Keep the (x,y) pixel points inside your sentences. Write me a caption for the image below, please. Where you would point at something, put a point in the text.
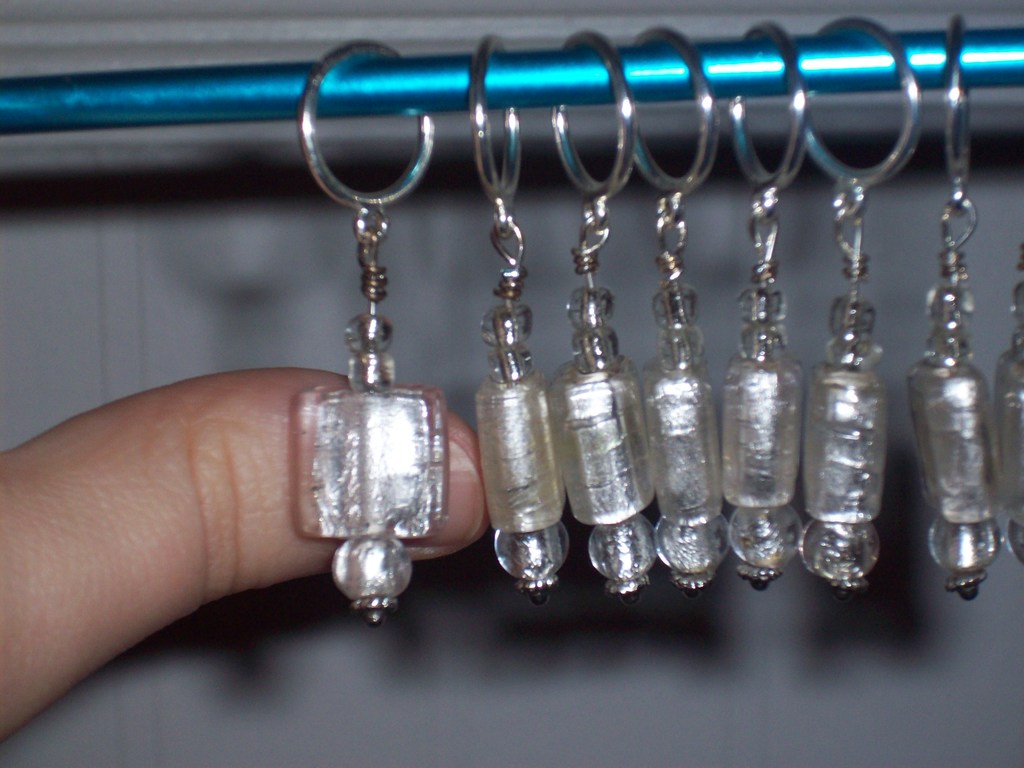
In this image we can see a key chain (315,520) and a person's thumb (46,636). In the background of the image (278,215) there is wall (132,338).
